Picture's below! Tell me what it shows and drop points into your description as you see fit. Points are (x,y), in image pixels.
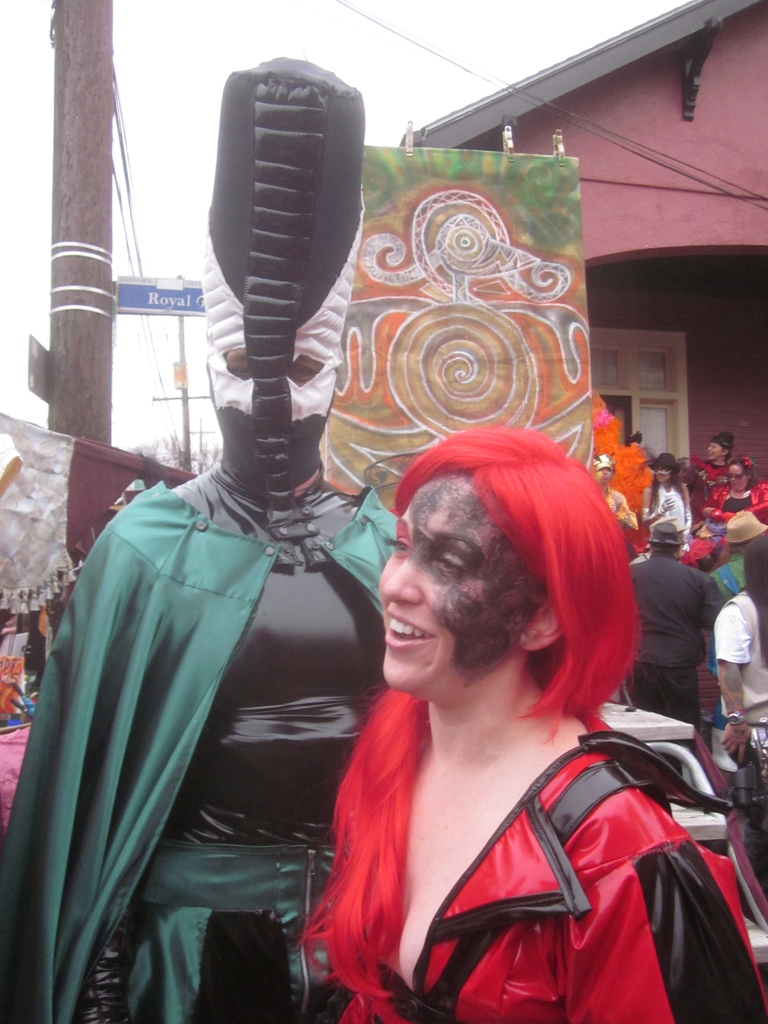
In this image there are two persons (374,646) wearing different costumes (337,579), in the background (654,104) there is a house (697,206), in front of the house (675,269) there are people (723,526) with costumes (723,514).
